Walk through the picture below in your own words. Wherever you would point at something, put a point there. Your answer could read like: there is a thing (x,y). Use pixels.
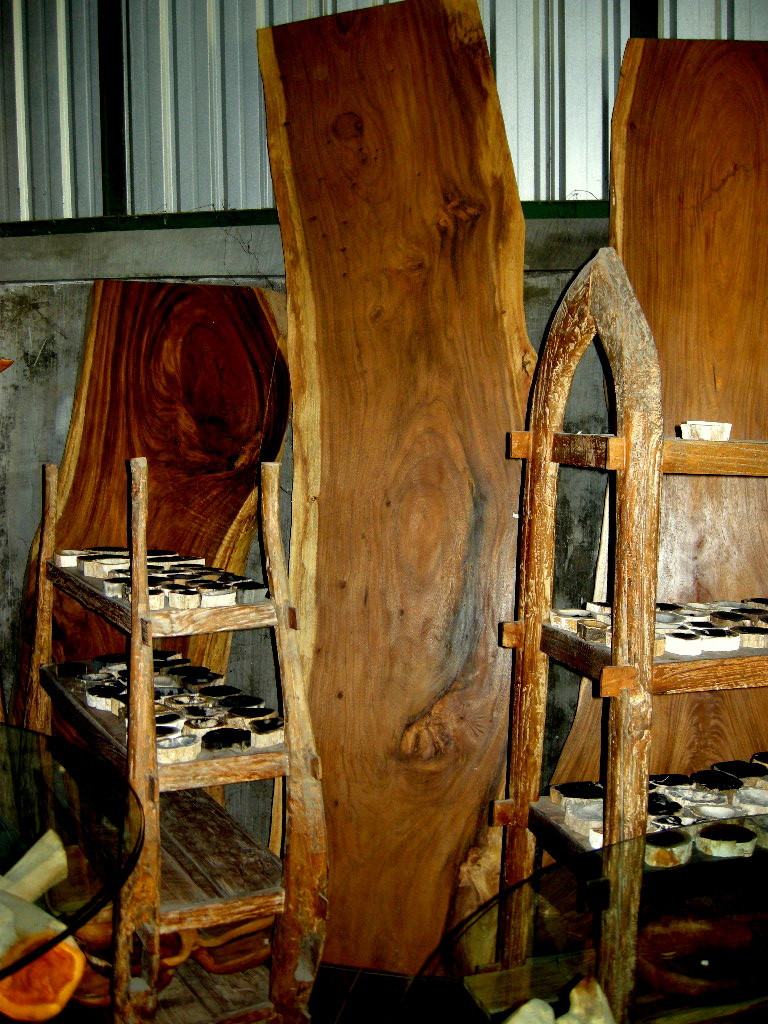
This picture might be taken inside the room (539,670). In this image, on the right side (631,575), we can see a shelf (631,575), on the shelf (692,680), we can see some cups (727,768). On the right side (765,1017) corner, we can also see the edge (612,1017) of the table (567,1017). On the left side (15,728), we can also see another edge (83,768) of the table (110,809). On the left side (142,924), we can see a shelf (207,614), on the shelf (140,673), we can see some cups (199,679). In the middle of the image (407,365), we can see a wood plank (412,795). In the background (85,24), we can see a wall (200,228).
